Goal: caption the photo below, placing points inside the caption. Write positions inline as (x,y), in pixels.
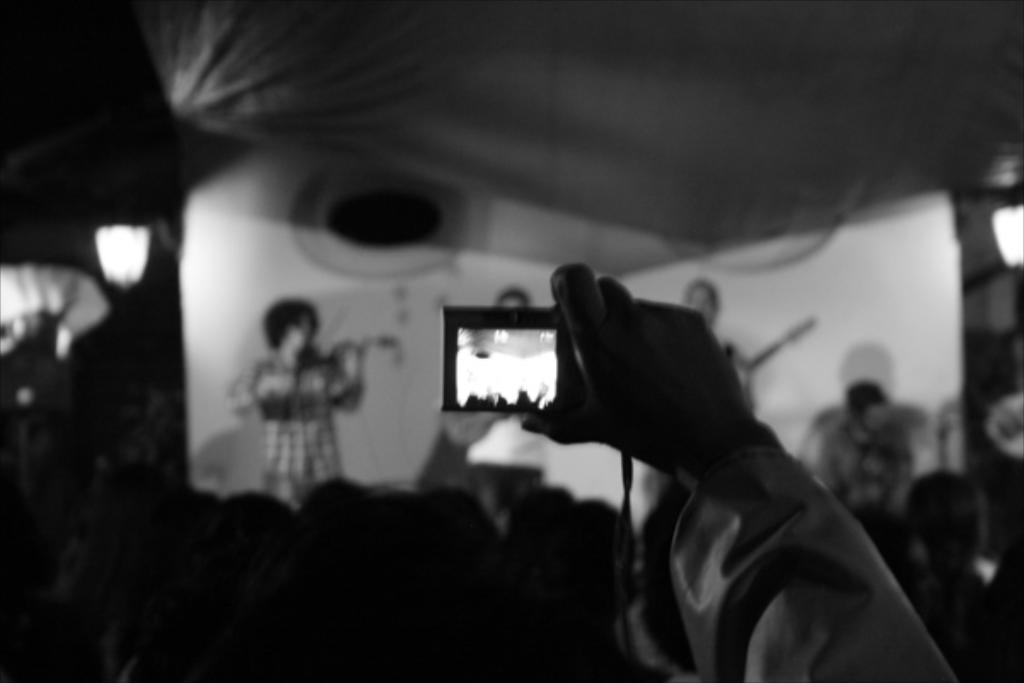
In front of the image there is a camera (474,373) in a person's hand (557,421), in front of the camera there are a few people (366,529), in front of them there are people (284,374) holding some musical instruments (329,355) are performing on the stage (781,378), besides the stage (769,382) there are lamps (133,266), on top of the stage (568,470) there is a curtain (550,98).
